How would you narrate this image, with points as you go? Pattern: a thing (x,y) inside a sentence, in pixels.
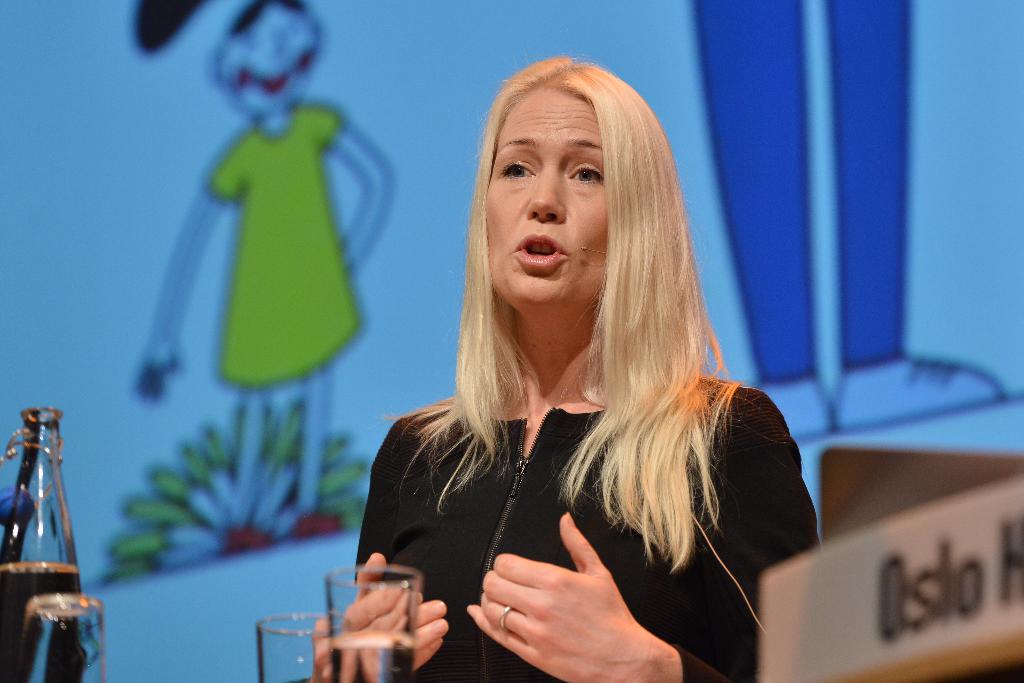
In this picture there is a woman (464,418) who is talking. There is a glass (298,634), bottle (49,483) and a nameplate (834,609) on the table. There is a sketch (312,291) at the background (306,450).
